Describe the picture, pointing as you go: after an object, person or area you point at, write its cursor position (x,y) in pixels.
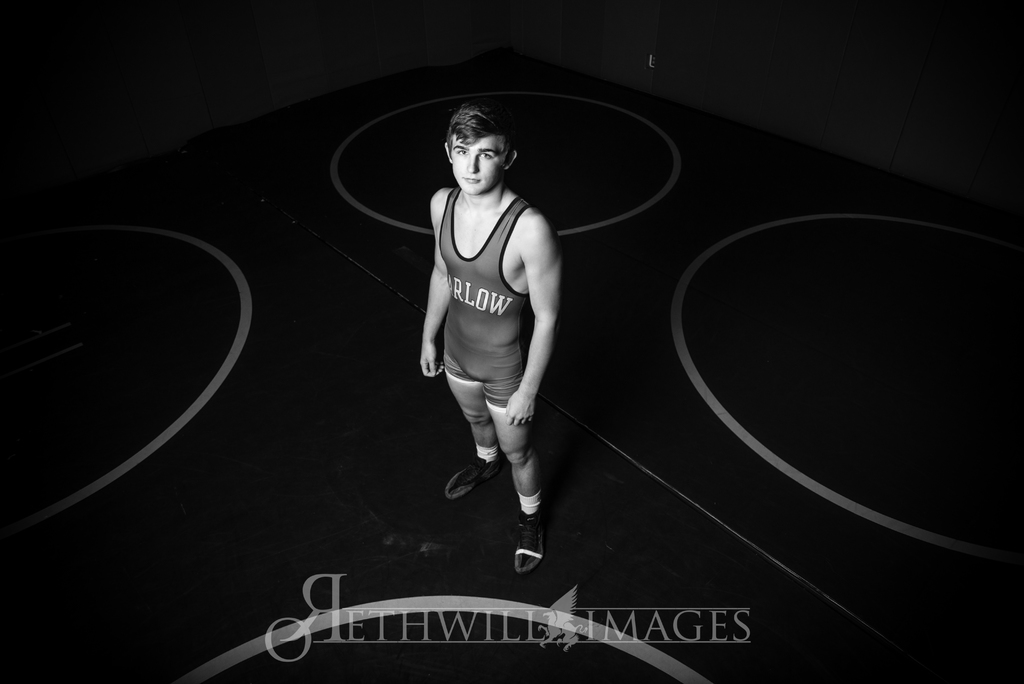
It is a black and white image. In this image we can see a person (483,376) standing on the floor (666,436) which is having a white color circles (784,462). At the bottom (600,640) there is text (406,625) with the logo (567,619).
